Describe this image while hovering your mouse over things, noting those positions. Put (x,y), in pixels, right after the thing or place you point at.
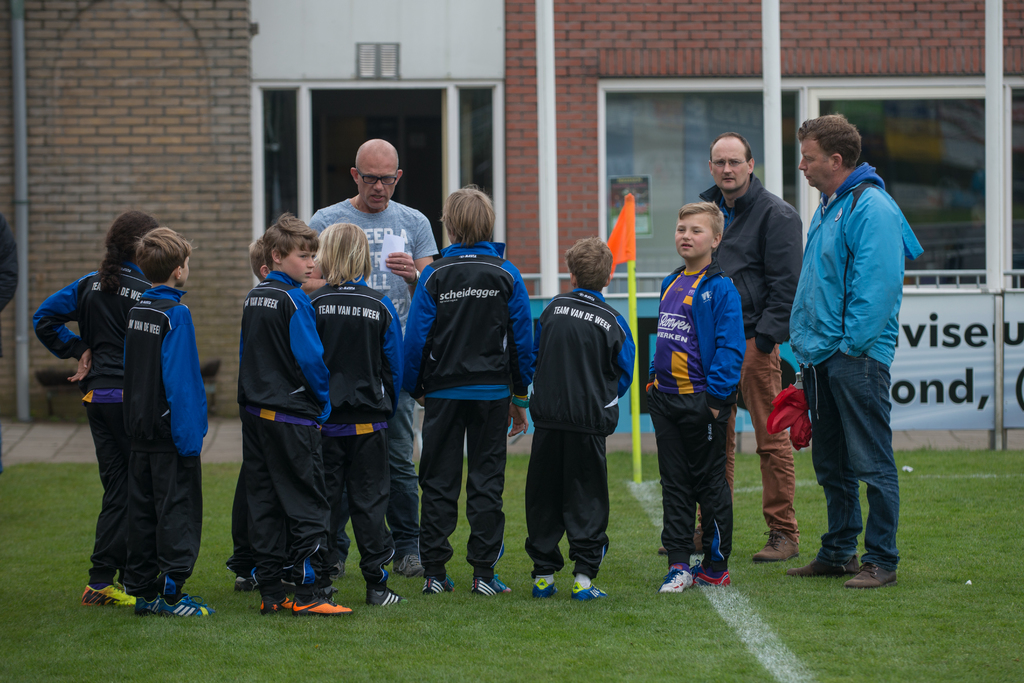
In this image I can see in the middle (582,272) a group of people (558,354) are standing, they are wearing the black color trousers (334,464) and coats (463,377). Few men (351,217) are also standing, there is a flag (621,263) in the middle of an image (636,400). On the right side (908,403) there is the banner (939,408), at the back side (966,236) there are glass windows (704,157).
